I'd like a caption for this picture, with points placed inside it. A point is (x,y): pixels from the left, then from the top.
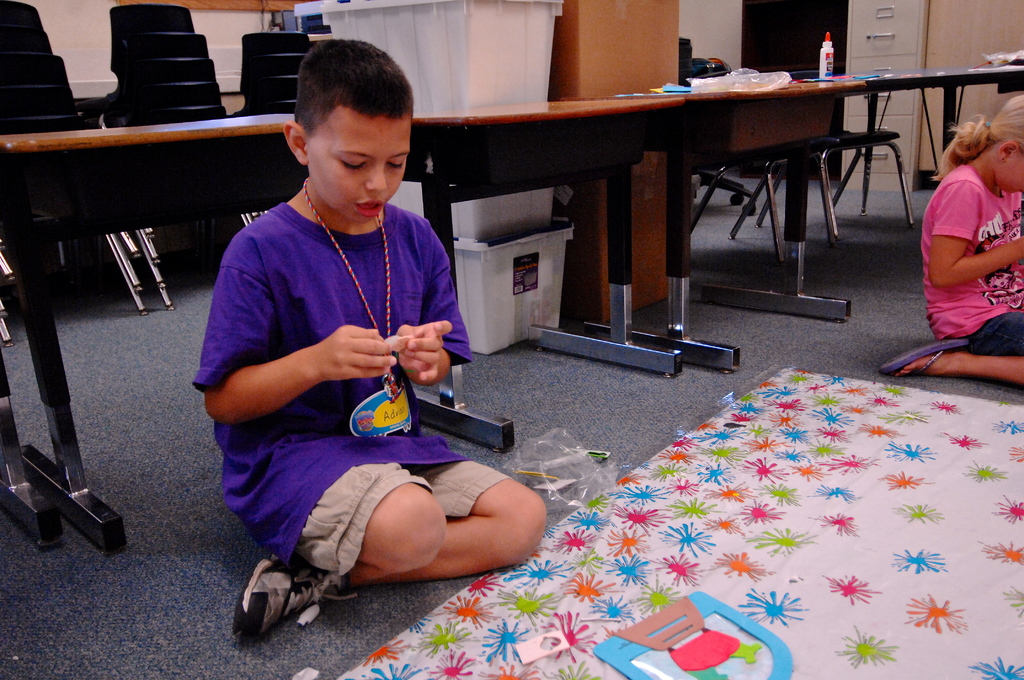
In this image I can see two persons (389,302) are sitting on the floor (554,511) and a paper cover (754,577). In the background (497,144) I can see tables (438,146), cupboards (825,8), chairs (180,90), boxes (502,41) and a wall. This image is taken may be in a hall (484,401).
